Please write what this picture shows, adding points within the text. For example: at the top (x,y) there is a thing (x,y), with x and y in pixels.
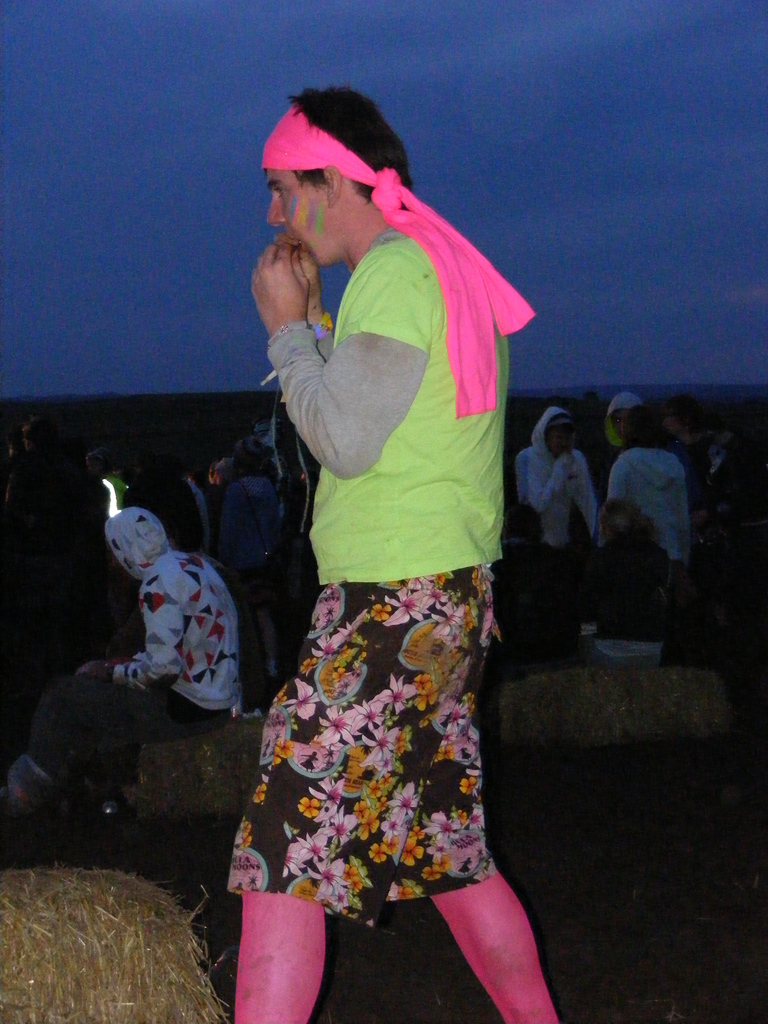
In this image, we can see people (323,552) wearing clothes (455,575). At the top of the image (377,103), we can see the sky (409,99).
